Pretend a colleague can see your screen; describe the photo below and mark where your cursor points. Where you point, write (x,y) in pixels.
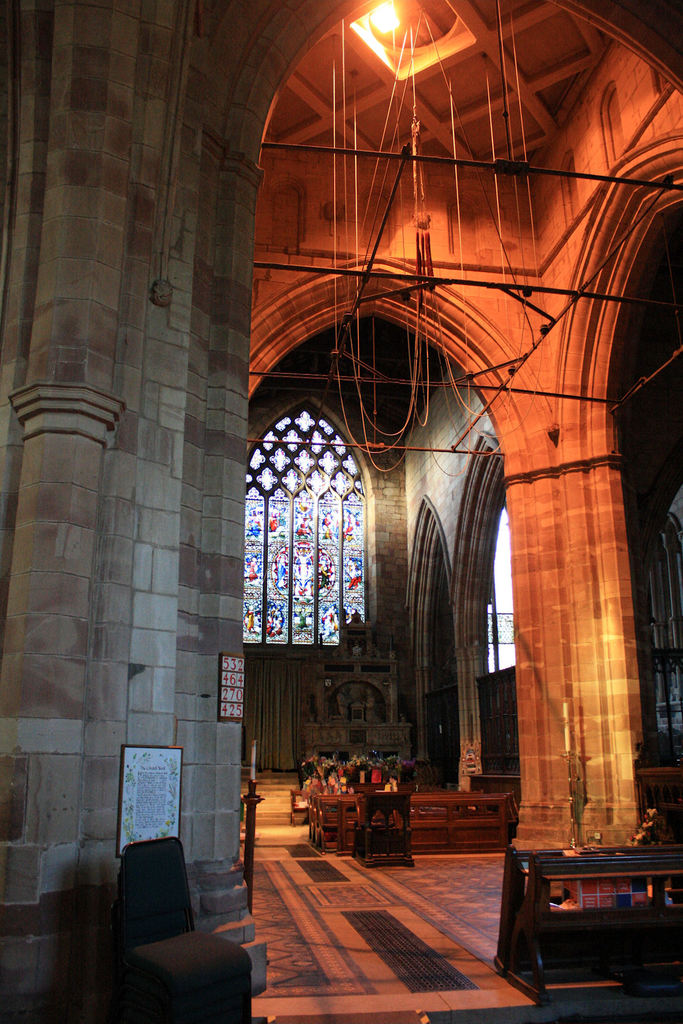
In this image I can see the inner part of the building (208,390) and I can also see few wooden objects (503,704), few lights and I can also see a window (296,598).
